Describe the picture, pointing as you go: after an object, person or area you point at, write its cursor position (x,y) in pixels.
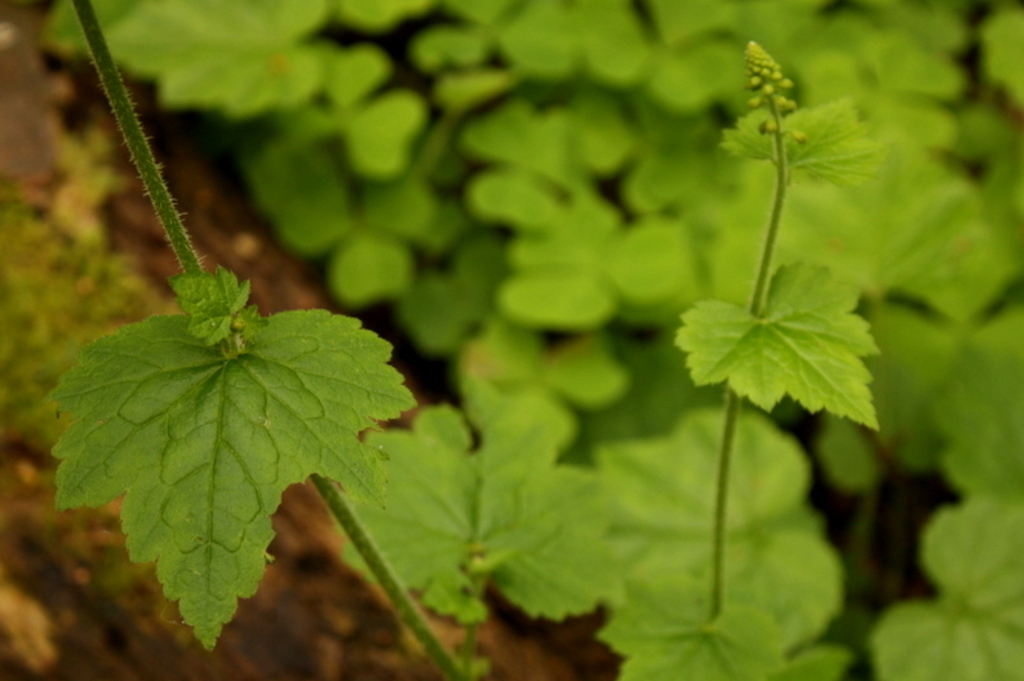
In this image I see number of green leaves (395,245) and I see that it is blurred in the background (945,148).
